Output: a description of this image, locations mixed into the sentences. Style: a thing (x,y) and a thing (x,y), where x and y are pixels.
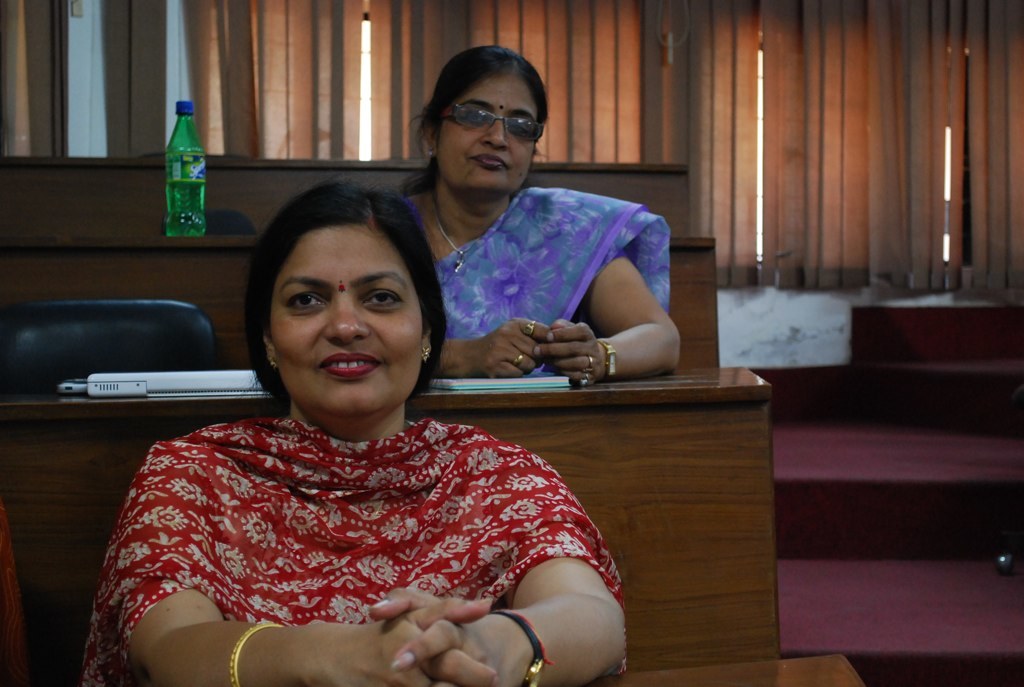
In this picture there is a lady (363,203) who is sitting on the left side of the image (323,331), on the bench (689,656) and there is another lady (635,300) who is sitting in the center of the image (514,236), on the bench (75,407), there is a laptop (105,382) and water bottle (186,144) on the bench (230,355) and there are stairs (896,426) on the right side of the image (872,435) and there are curtains (270,92) at the top side of the image (561,85).
